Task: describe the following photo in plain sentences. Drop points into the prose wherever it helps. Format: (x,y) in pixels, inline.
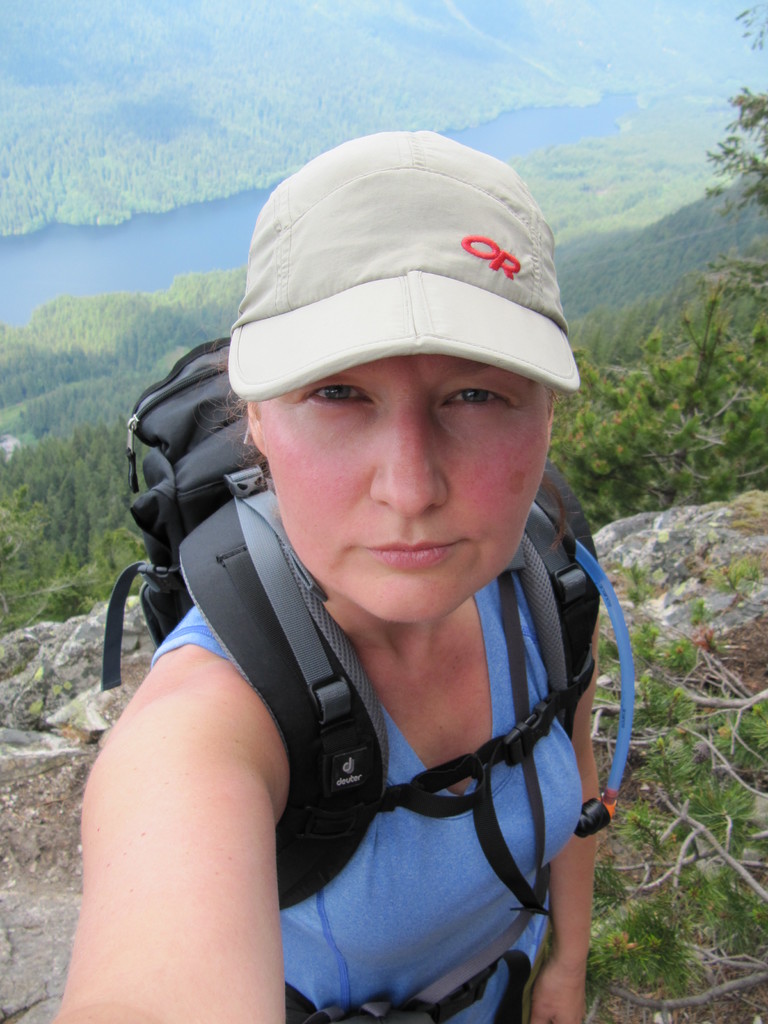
In this picture there is a woman (432,871) wearing a blue t shirt (399,896) and grey cap (440,325) standing in the top of a hill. She is carrying a backpack (200,452). In the background (176,187) we can see trees (575,88) and a river (65,253).
